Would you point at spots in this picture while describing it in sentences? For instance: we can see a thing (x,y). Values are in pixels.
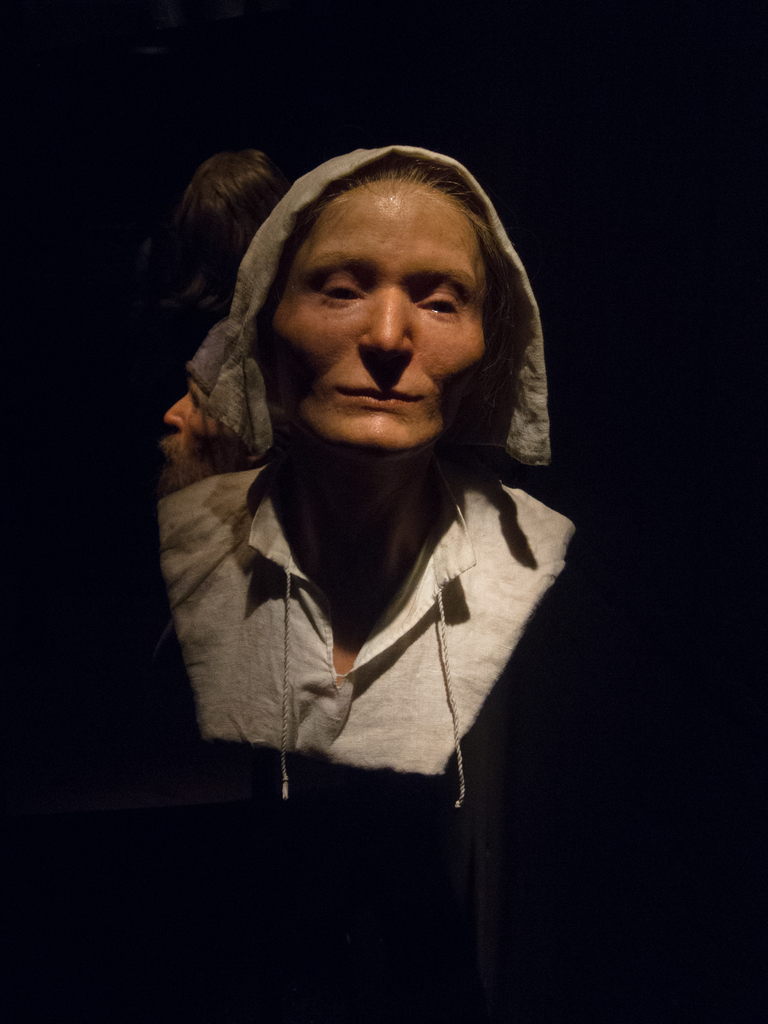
This picture is dark, we can see a person (347,558) and hair (223,167).
